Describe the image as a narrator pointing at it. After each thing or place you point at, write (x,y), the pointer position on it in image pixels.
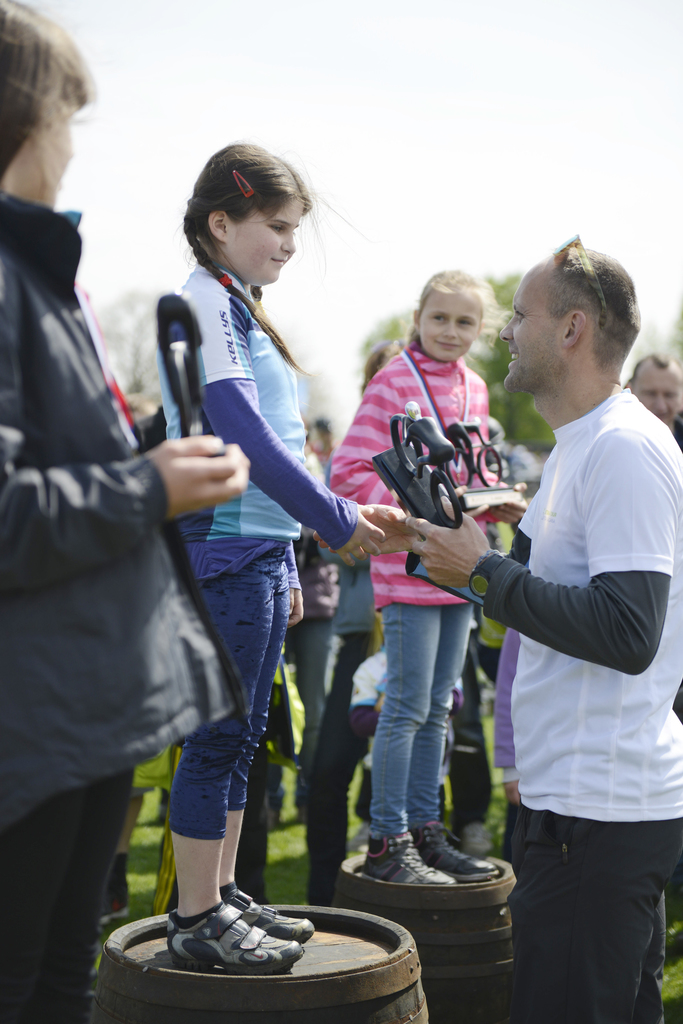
In this image I can see people (352,553) among them some are standing on barrels (333,951). In the background (438,164) I can see the sky (508,180). Here I can see a man (495,572) is holding something (440,517) in the hand (452,538).
